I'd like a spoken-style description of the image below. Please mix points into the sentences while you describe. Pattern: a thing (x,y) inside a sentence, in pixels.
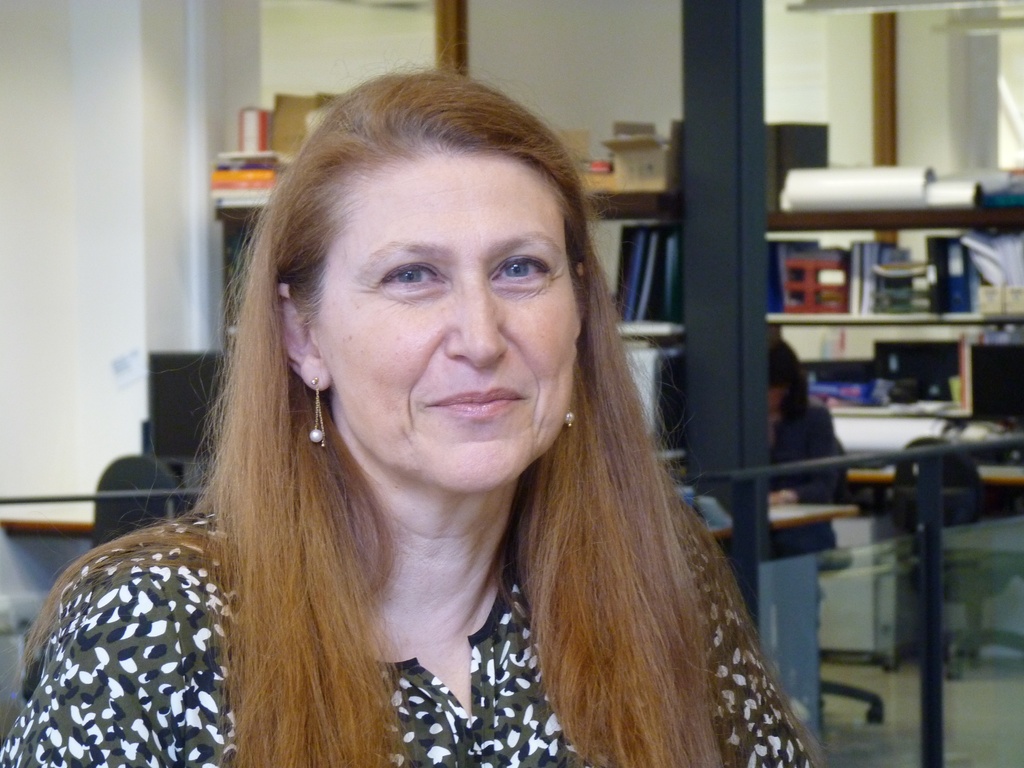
In this picture I can see a woman (513,578) with a smile (491,403) on her face (463,442) and I can see another woman (801,444) is sitting in the chair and I can see files (652,300) and books (860,265) in the shelves (676,213) and I can see few carton boxes (1002,306).
